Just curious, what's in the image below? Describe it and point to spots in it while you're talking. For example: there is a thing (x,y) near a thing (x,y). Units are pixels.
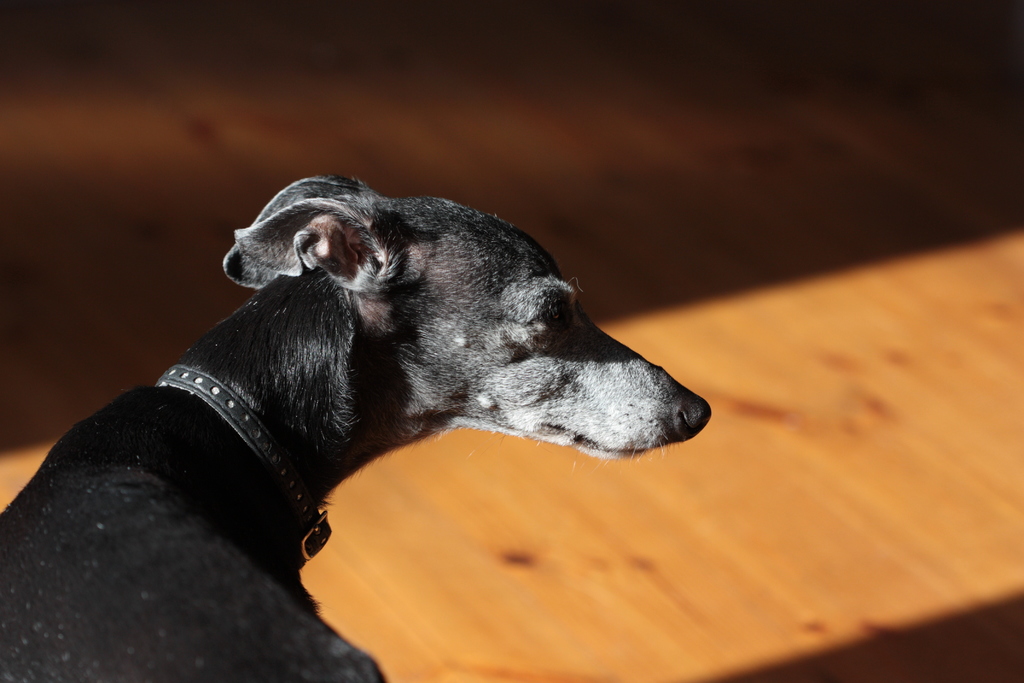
In the picture we can see a black color dog (215,658) with black color belt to its neck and in front of the dog (177,666) we can see wooden floor (808,418).
